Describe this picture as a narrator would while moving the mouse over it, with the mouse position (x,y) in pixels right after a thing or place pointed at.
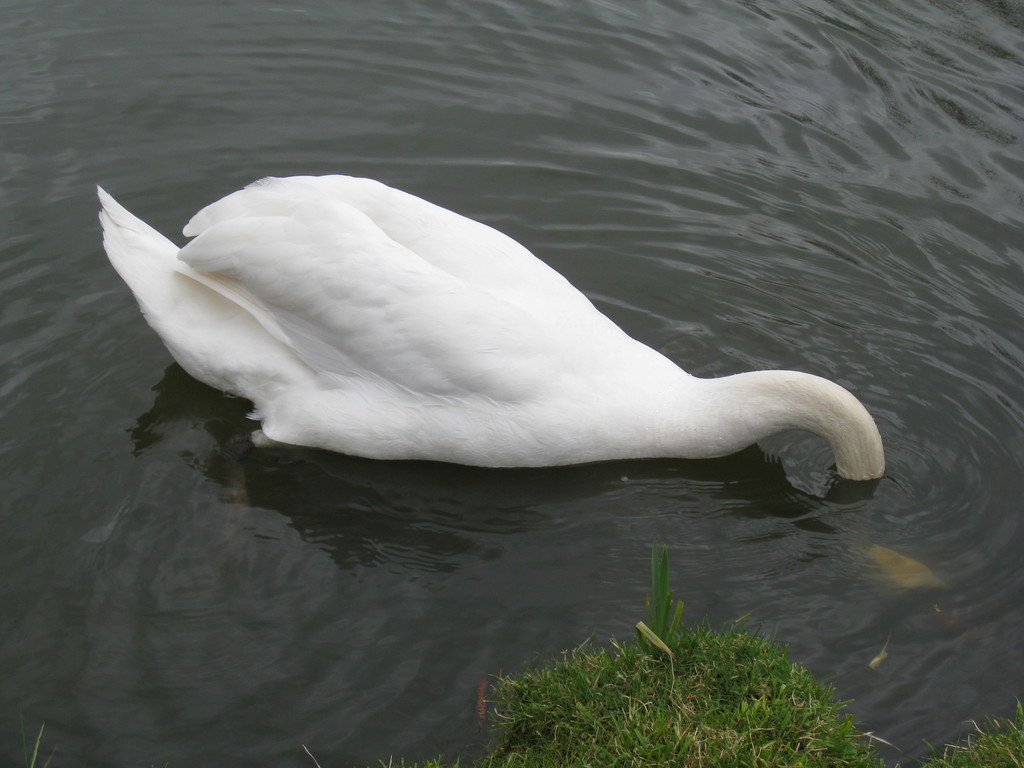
This picture contains a swan (437,356). It is white in color. It might be swimming in the water (508,500) or might be drinking the water (795,460). This water (790,466) might be in the pond (796,456). At the bottom of the picture (702,744), we see the grass (639,700).
